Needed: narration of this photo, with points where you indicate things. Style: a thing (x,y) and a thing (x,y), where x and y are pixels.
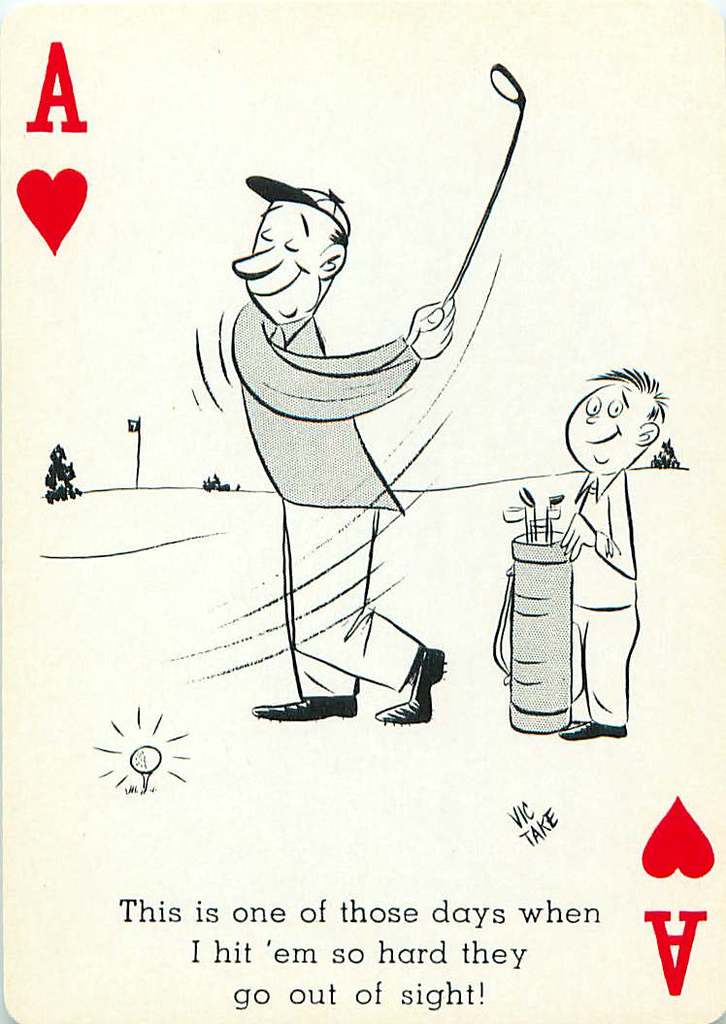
This image consists of a playing card (212,304). On which there is a picture (326,392) of a man (336,384) and a boy (605,513). At the bottom (255,945), there is a text (277,955).
